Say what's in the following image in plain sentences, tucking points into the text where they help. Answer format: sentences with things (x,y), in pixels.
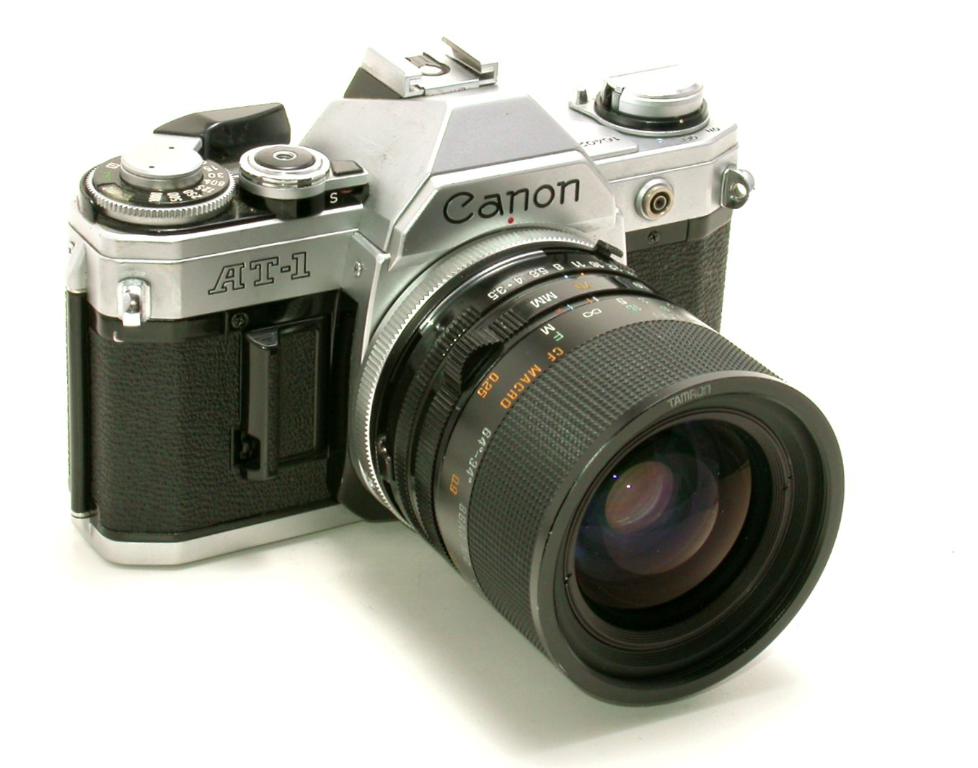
In this image, we can see a camera (271,415) which is in black and gray color. In the background (111,129), we can see white color.
